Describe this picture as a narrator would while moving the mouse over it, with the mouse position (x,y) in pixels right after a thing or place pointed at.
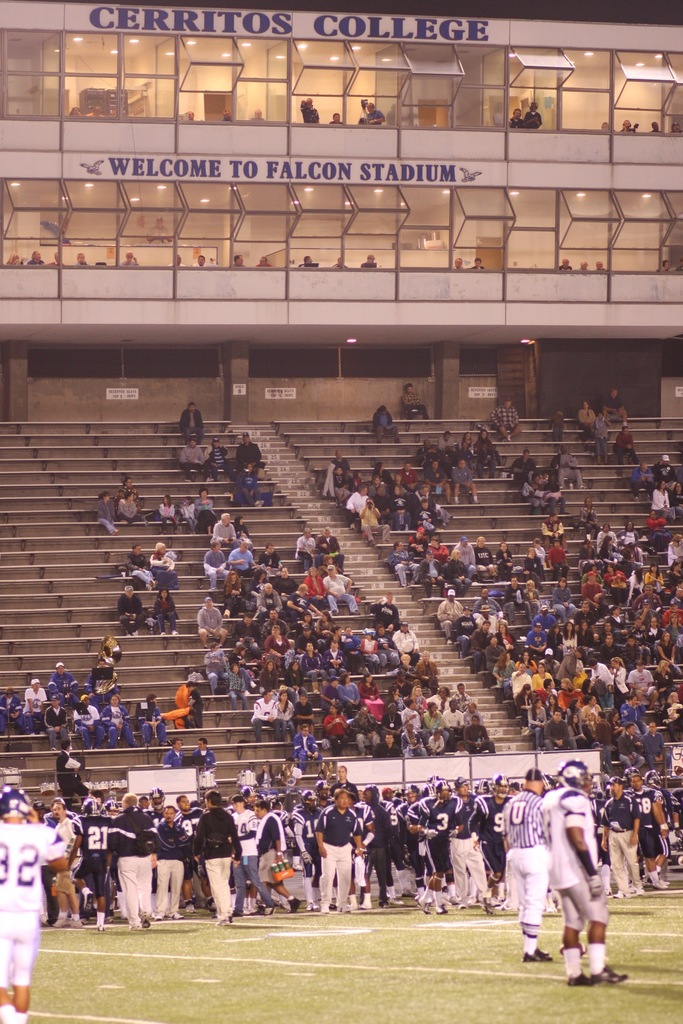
This image looks like a stadium (14,584). There are many people (322,786) in the image. At the bottom (392,972), there is green grass (390,982) on the ground (380,998). In the background (79,582), there are steps (132,695). At the top (325,85), there is a building (284,179).
